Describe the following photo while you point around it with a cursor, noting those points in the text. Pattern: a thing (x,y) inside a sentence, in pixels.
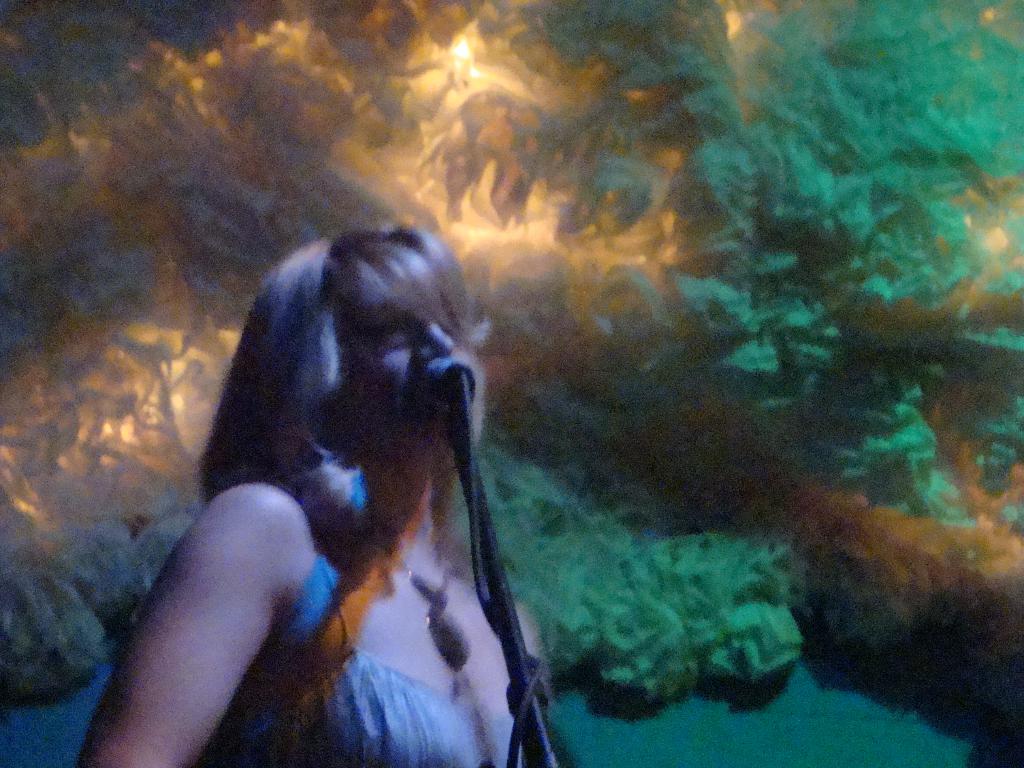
In this image, we can see a person (347,551) wearing clothes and background (685,579) is not clear.
